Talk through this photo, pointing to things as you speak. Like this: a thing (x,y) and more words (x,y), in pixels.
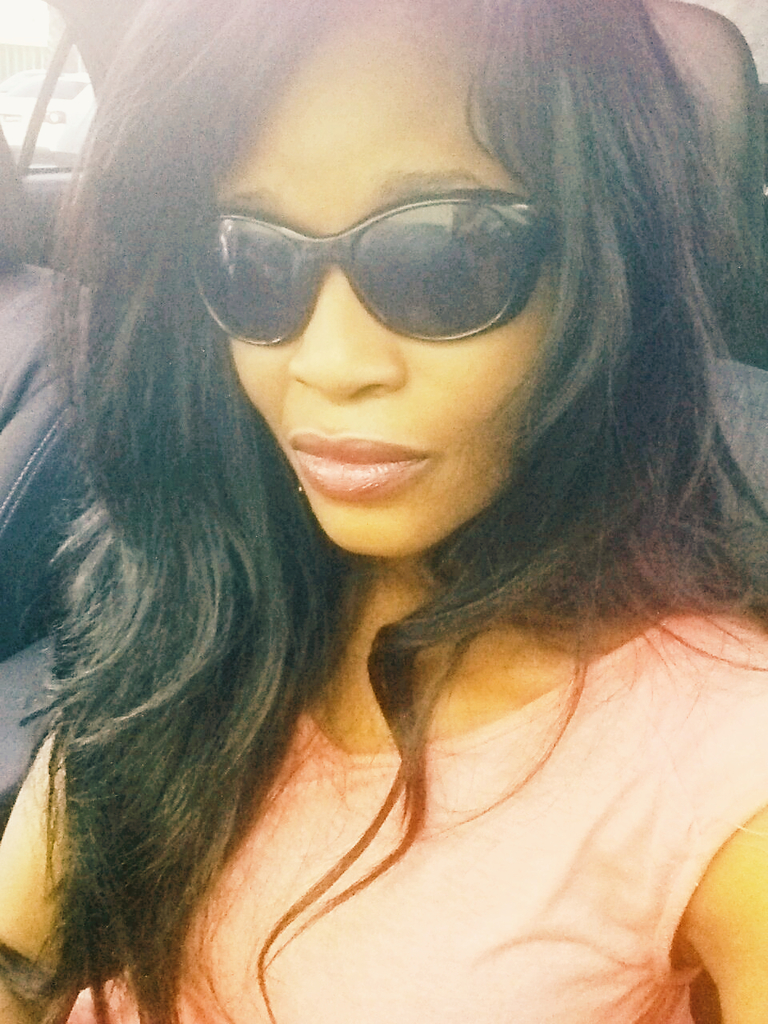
In this picture I can see there is a woman (439,558) sitting inside the car (6,435) and she is wearing goggles (508,318) and a peach color shirt (529,800). There is a window (63,142) in the backdrop (84,139).
